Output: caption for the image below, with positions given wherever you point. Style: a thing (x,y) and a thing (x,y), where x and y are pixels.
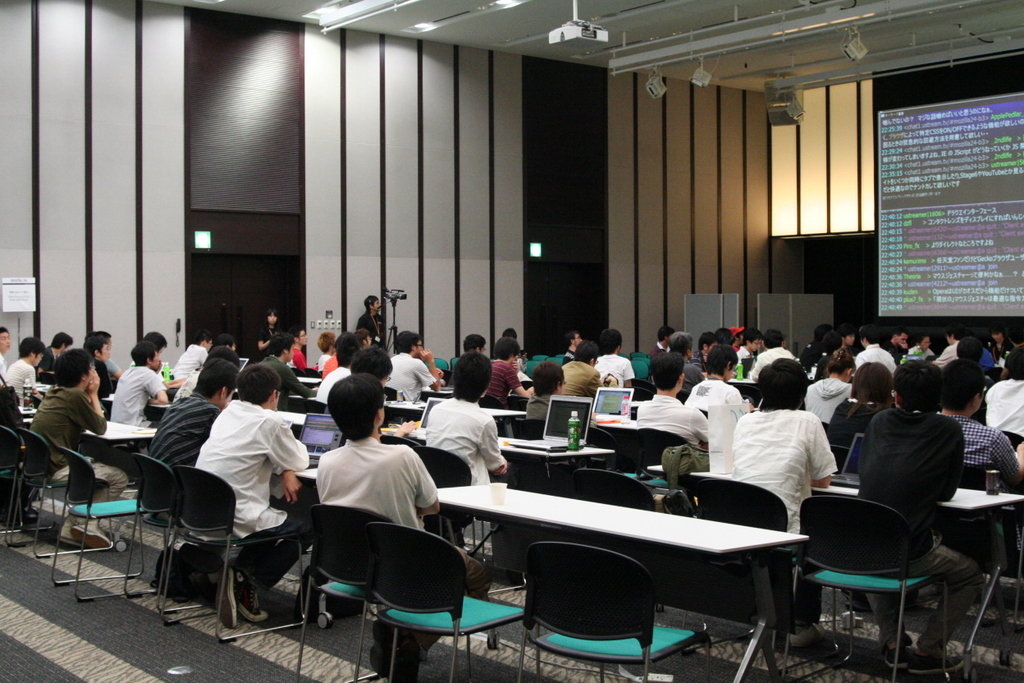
In this picture we can see a group of people (399,514) sitting on chairs (320,517) and in front of them on table (462,488) we have laptop (561,420), bottles (575,414) and in background (611,236) we can see wall (479,233), screen (943,212).
